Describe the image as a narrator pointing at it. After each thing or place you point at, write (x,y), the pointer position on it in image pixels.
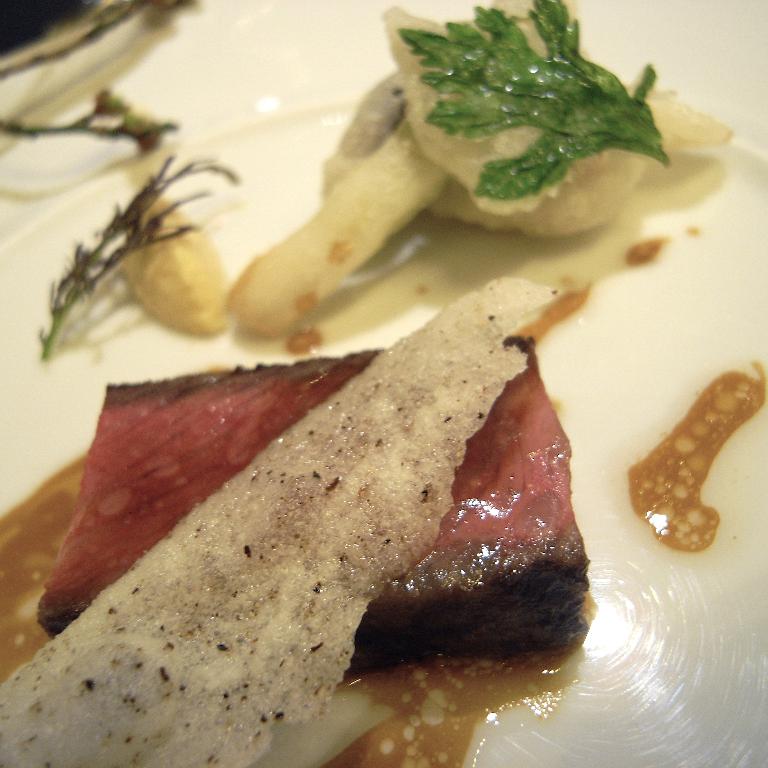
In this picture we can see a plate (703,689) at the bottom (496,616), there is some food (127,17) present in the plate (207,1).
